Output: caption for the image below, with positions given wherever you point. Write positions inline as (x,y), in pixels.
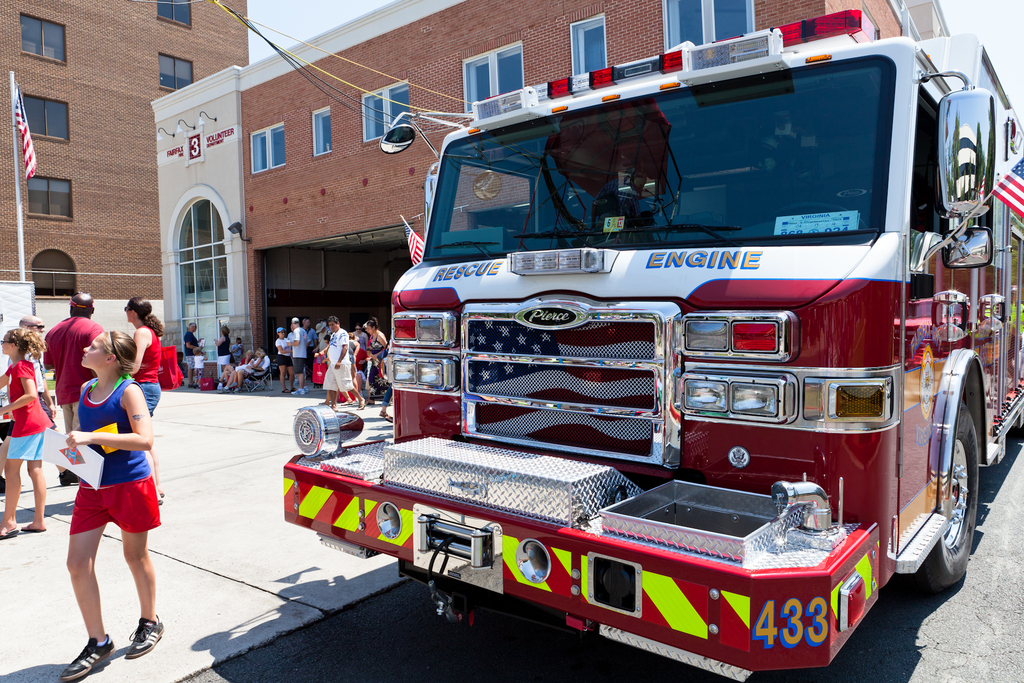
To the right side of the image (715,638) there is a fire engine (842,624). In the background of the image (94,91) there are buildings (77,244), windows (30,123). To the left side of the image (10,455) there are people (108,473) walking on the road (201,544). To the left side of the image (14,99) there is a flag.
